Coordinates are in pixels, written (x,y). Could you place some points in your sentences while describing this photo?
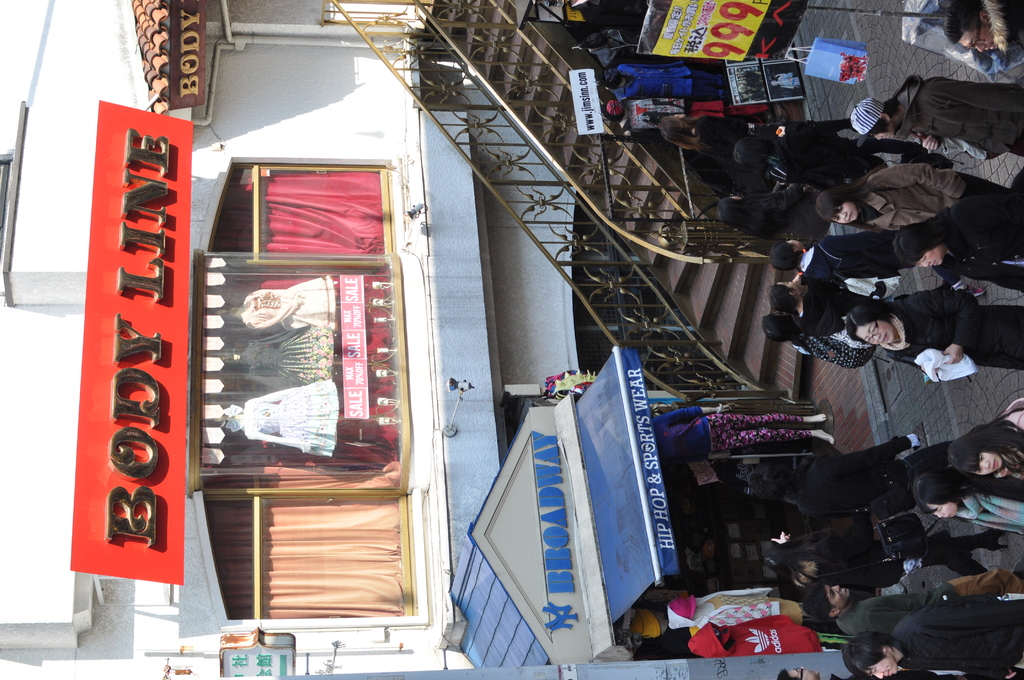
In this image there are group of people (823,194) who are walking on the right side (879,337) and on the left side (303,542) there are some buildings (262,550) and stores (384,239) are there, and in the center (606,337) there are some stairs (722,279). And in the bottom (738,621) there are some clothes (687,607) and mannequins (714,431) are there and on the top (717,45) there are some boards (729,62) and bags (816,56) are there, on the left side (326,550) there are some curtains (329,530) and some dresses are there.
